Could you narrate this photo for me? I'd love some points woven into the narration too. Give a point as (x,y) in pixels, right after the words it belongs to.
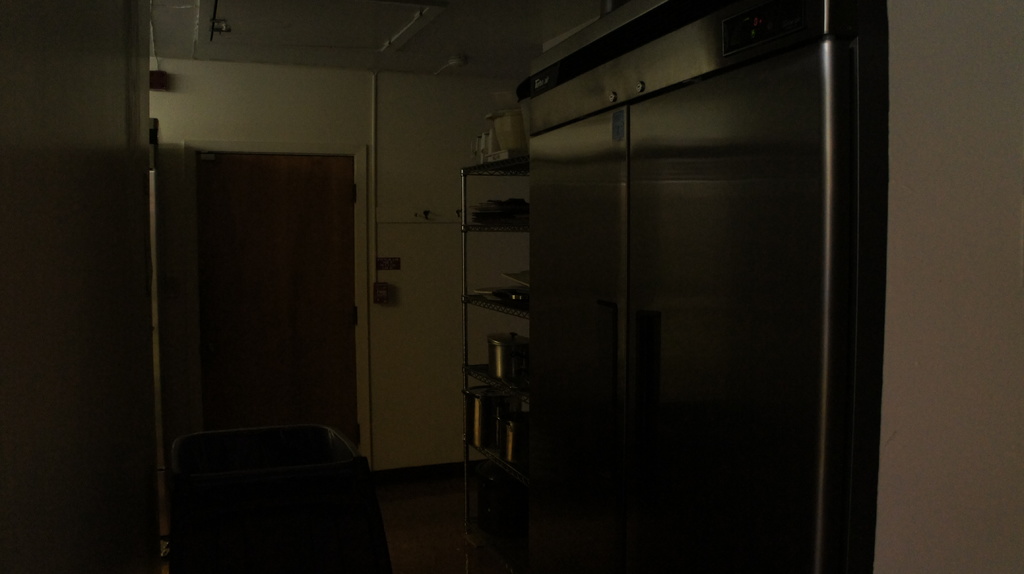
In this picture I can see some objects (498,528) in a rack (485,455), it looks like a refrigerator (639,333), there is a door (271,388) and there are some objects (181,536), and in the background (266,107) there is a wall (357,107).
